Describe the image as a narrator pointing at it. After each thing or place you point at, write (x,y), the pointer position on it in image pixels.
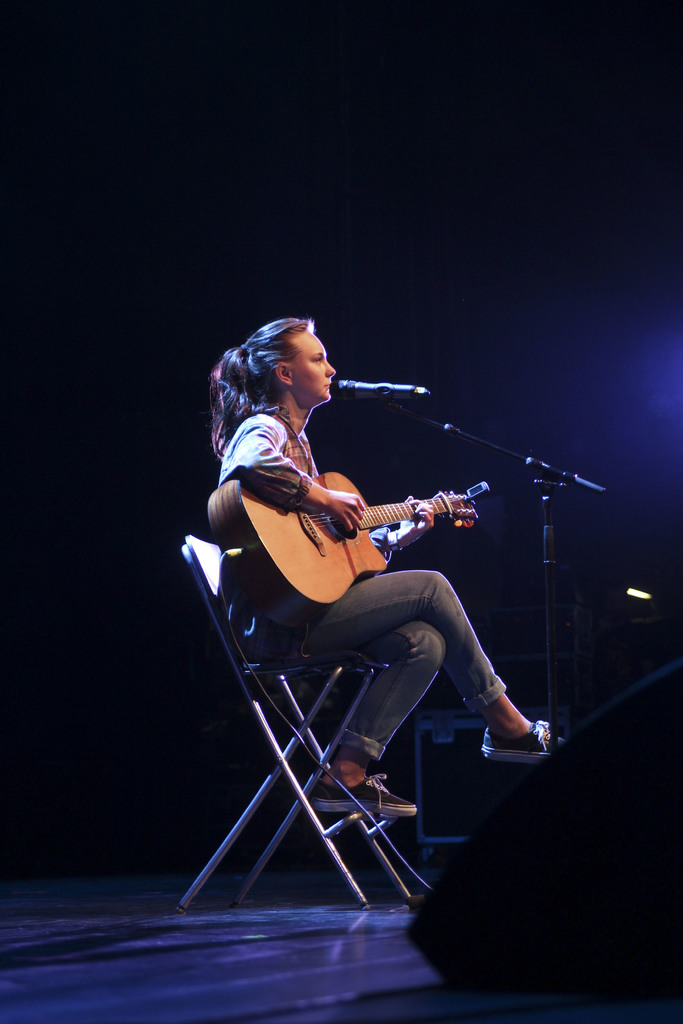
A woman (273,649) is sitting in a chair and playing a guitar (287,586) with a mic (346,389) in front of her.
